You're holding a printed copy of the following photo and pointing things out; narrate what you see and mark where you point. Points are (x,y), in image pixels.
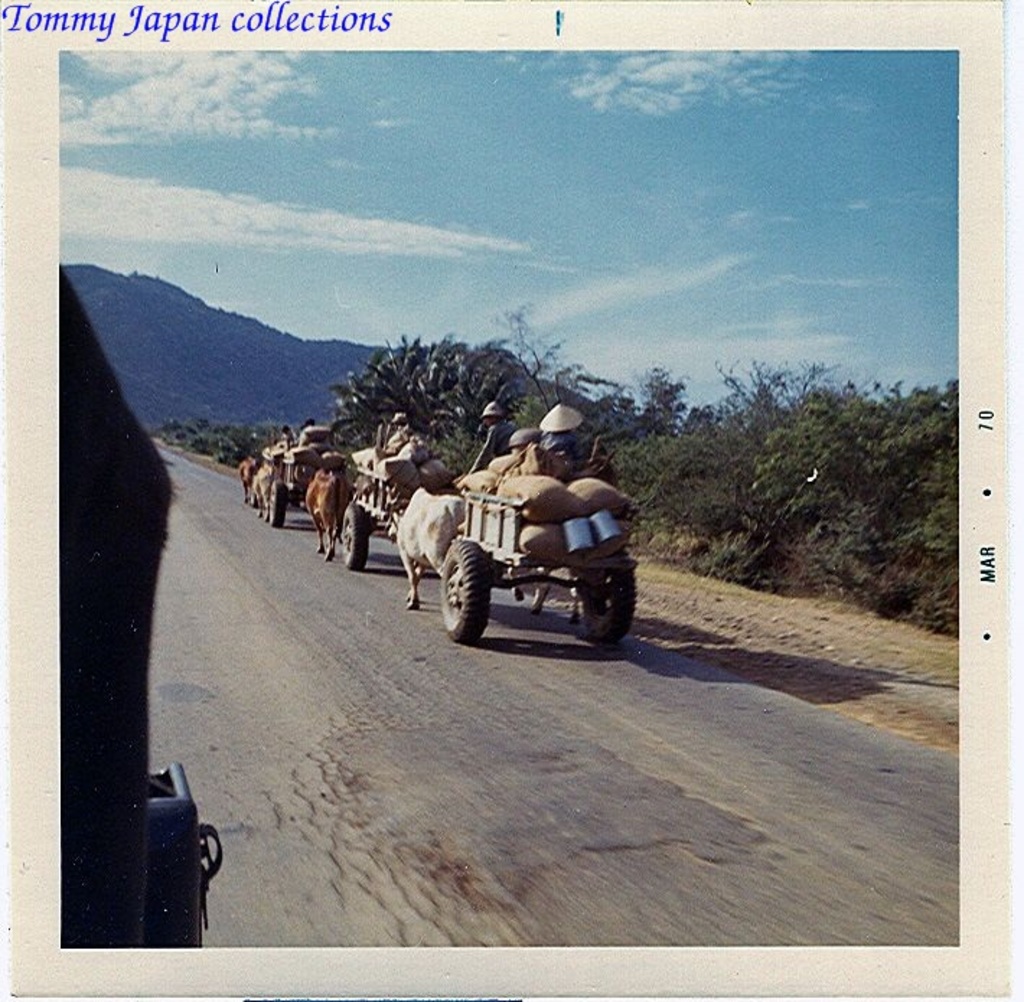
This image is clicked outside. There are trees (806,493) in the middle (639,455). There are carts (468,598) in the middle (350,553). There is sky (434,140) at the top (445,209).
